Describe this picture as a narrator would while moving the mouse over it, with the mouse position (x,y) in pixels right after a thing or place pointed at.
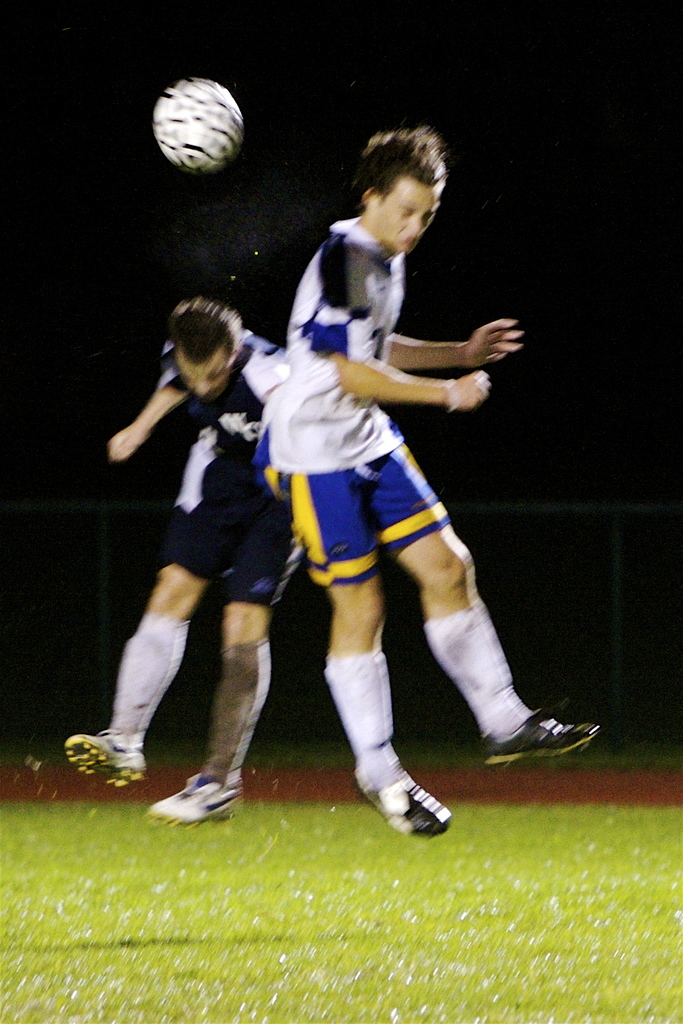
In this picture we can see two people (191,351) are jumping in the air. Some grass (195,889) is visible on the ground (320,867). There is a ball (223,157).
